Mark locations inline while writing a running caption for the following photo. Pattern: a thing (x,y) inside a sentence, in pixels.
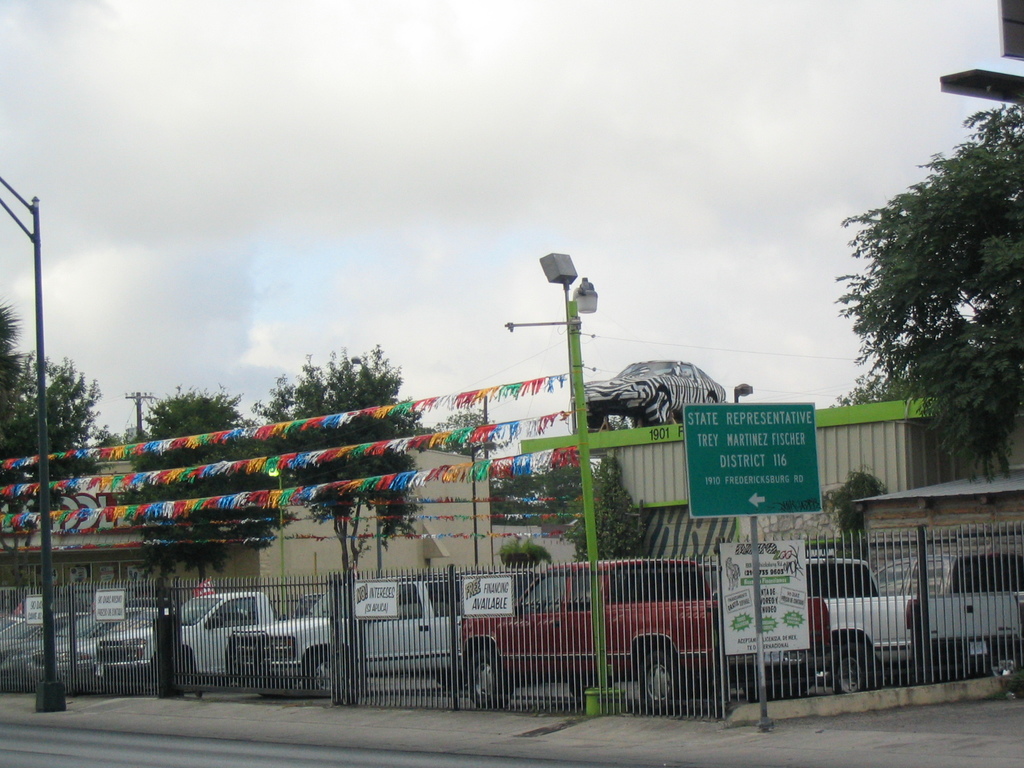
In the center of the image (654,460) we can see the buildings (426,494), vehicles (565,590), fencing (712,632), boards (702,427), wall (466,495), trees (365,504), poles (588,456), electric light poles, wires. At the bottom of the image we can see the road (608,762). At the top of the image (441,181) we can see the clouds (499,199) are present in the sky (505,209).
